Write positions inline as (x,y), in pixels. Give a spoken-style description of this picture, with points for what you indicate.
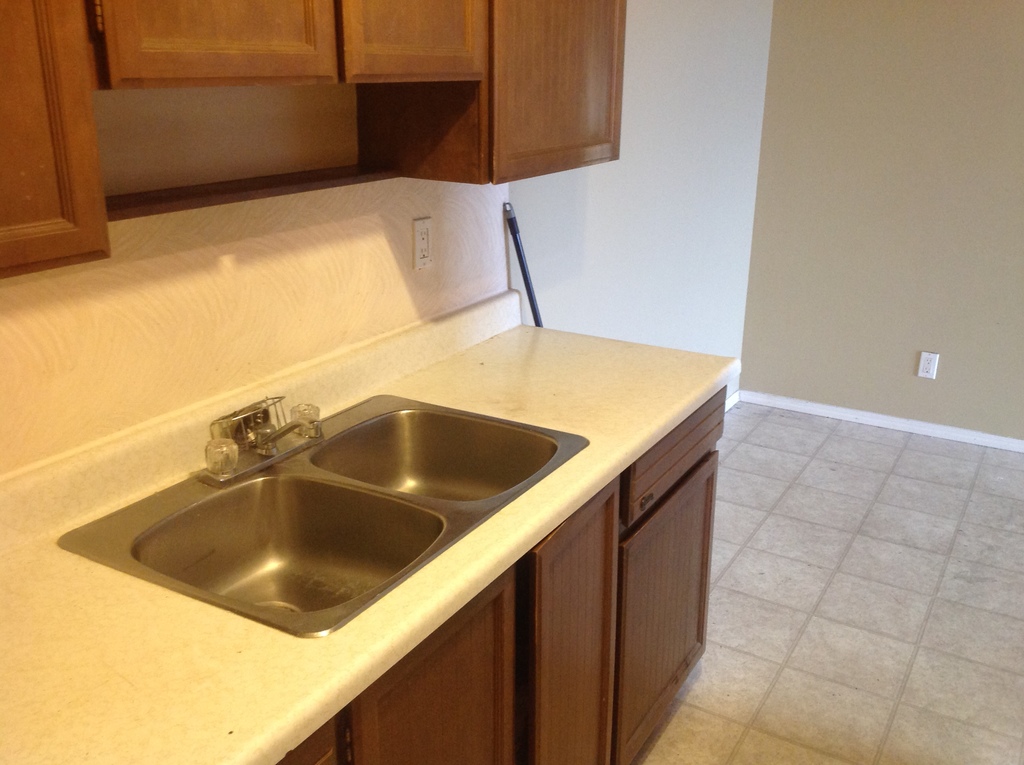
In this image, we can see some sinks (281,512) and a tap (310,430). We can see the ground (733,629) and the wall (677,209) with some objects (935,363). We can also see some cupboards (702,496) and a black colored object (537,326).
